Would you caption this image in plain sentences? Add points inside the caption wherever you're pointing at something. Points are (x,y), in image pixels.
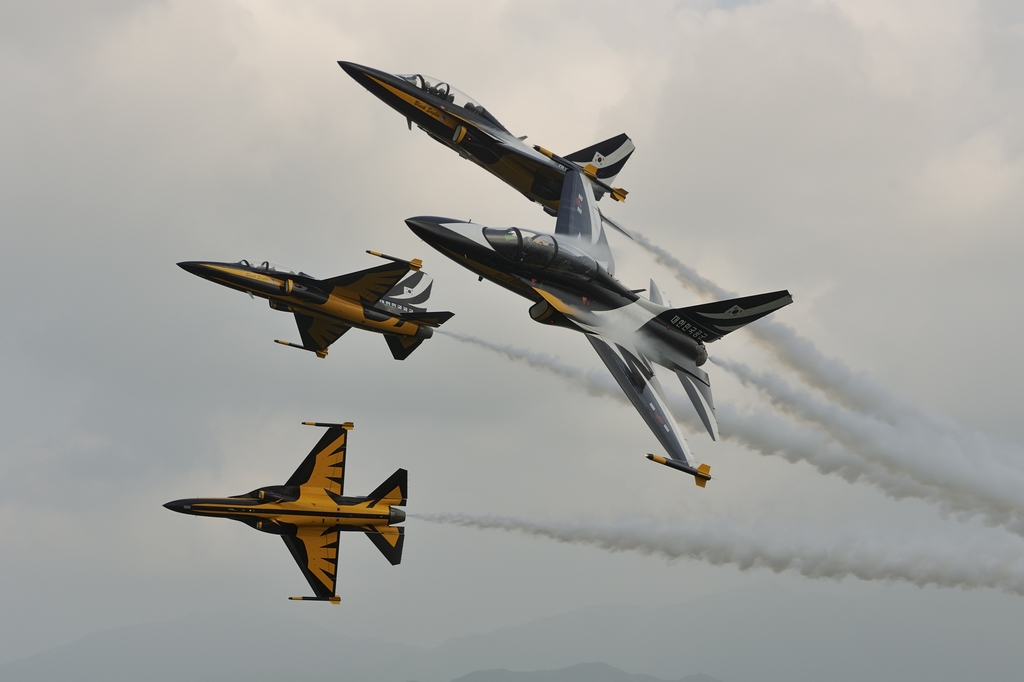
In this picture there are aircrafts (196,271) in the center of the image (514,454), in the sky (700,194).
